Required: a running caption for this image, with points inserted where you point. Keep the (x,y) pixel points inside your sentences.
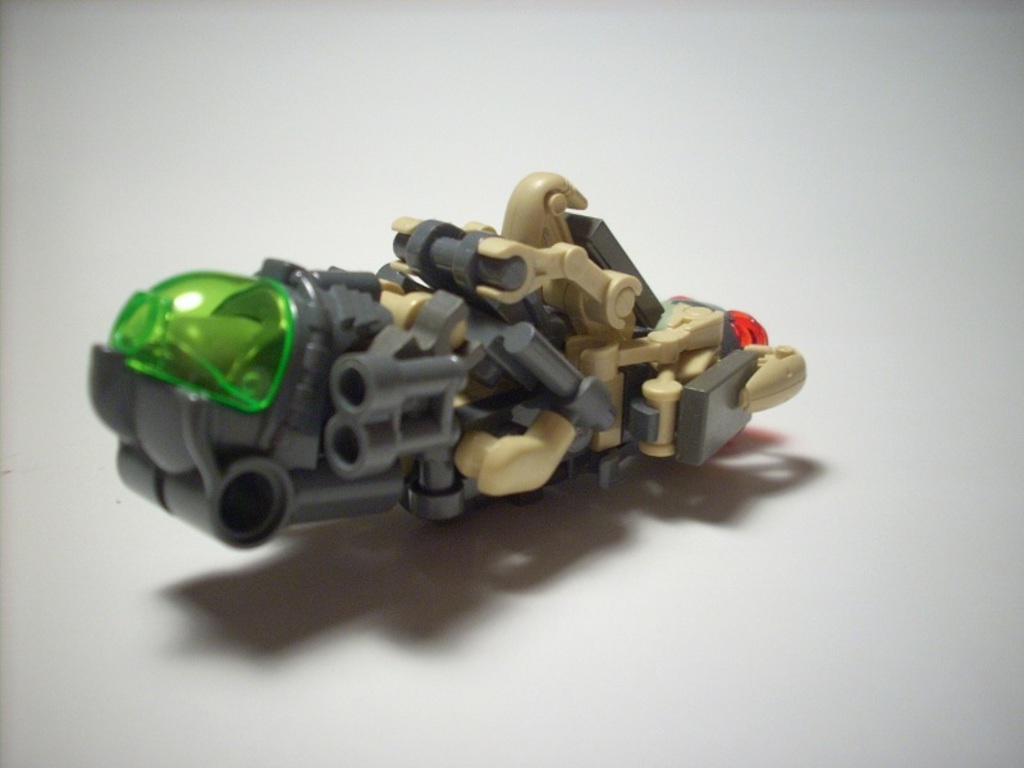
In this image, we can see a toy (465,436) on the white colored surface (504,512).
